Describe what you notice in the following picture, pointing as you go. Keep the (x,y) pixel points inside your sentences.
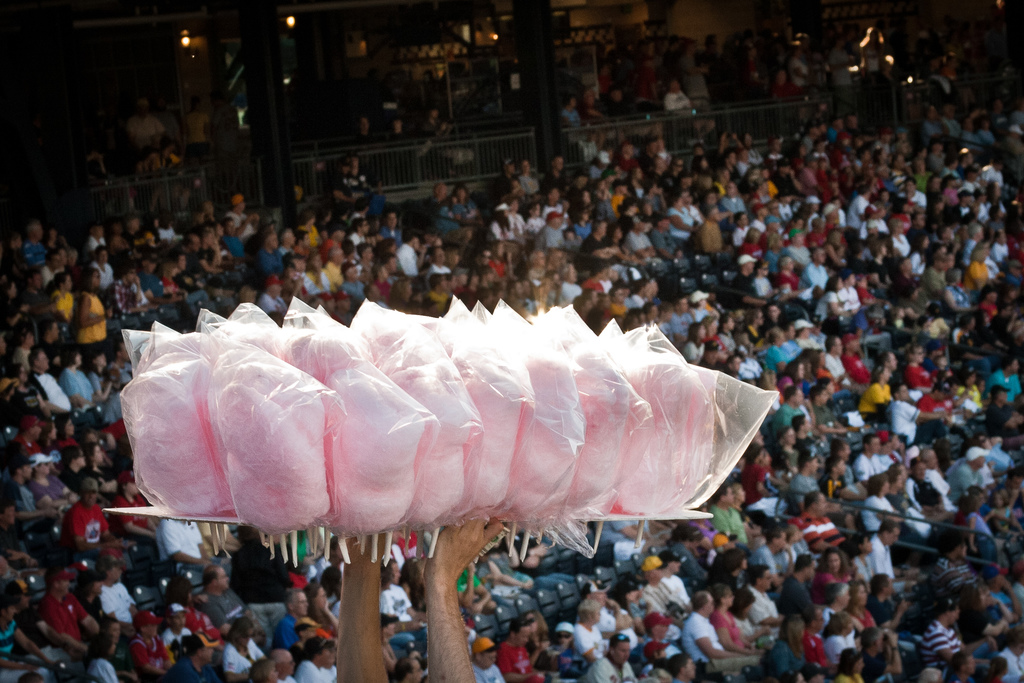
In this image I can see a group of people (568,628) sitting on the chairs (601,556). Back I can see pillars (266,8), fencing (454,166), lights (291,19) and wall (634,23). In front (606,457) I can see a person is holding few pink candy (609,444).
